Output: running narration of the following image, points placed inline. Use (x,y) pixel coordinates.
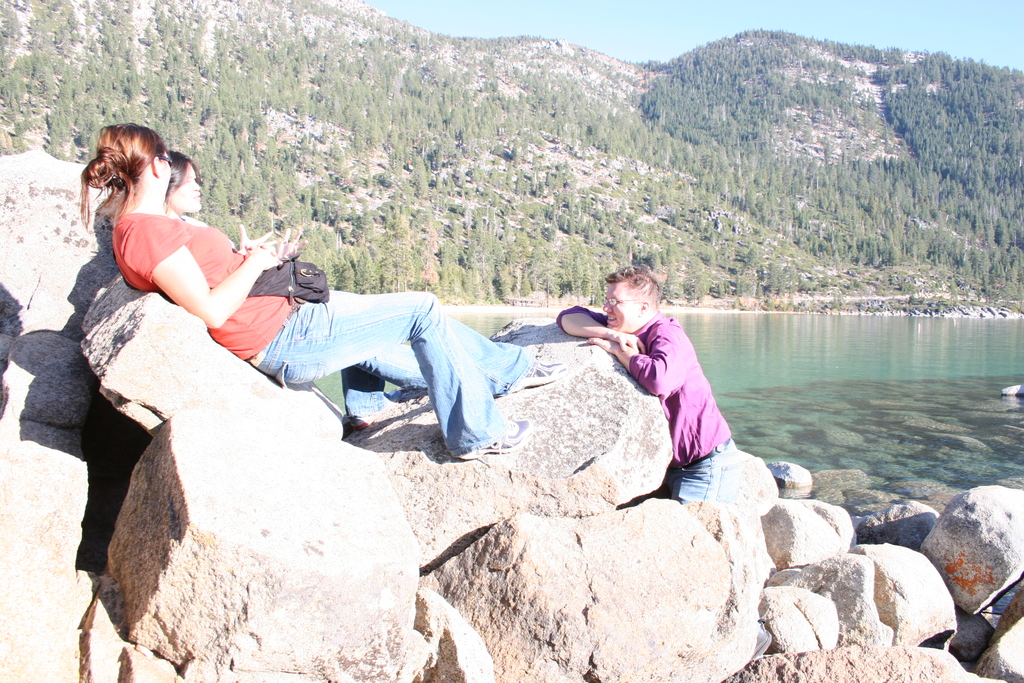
In this picture, we see two women (186,178) are leaning on the rocks (294,386). We see a black bag (283,281). In front of them, we see a man (654,353) in the purple shirt (688,414) is leaning on the rock (657,418). Beside him, we see many rocks (601,375). In the middle of the picture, we see water (812,377) and this water (806,387) might be in the lake (735,353). There are trees (562,166) and hills (619,172) in the background (575,81). At the top (610,35), we see the sky (618,36). It is a sunny day.
